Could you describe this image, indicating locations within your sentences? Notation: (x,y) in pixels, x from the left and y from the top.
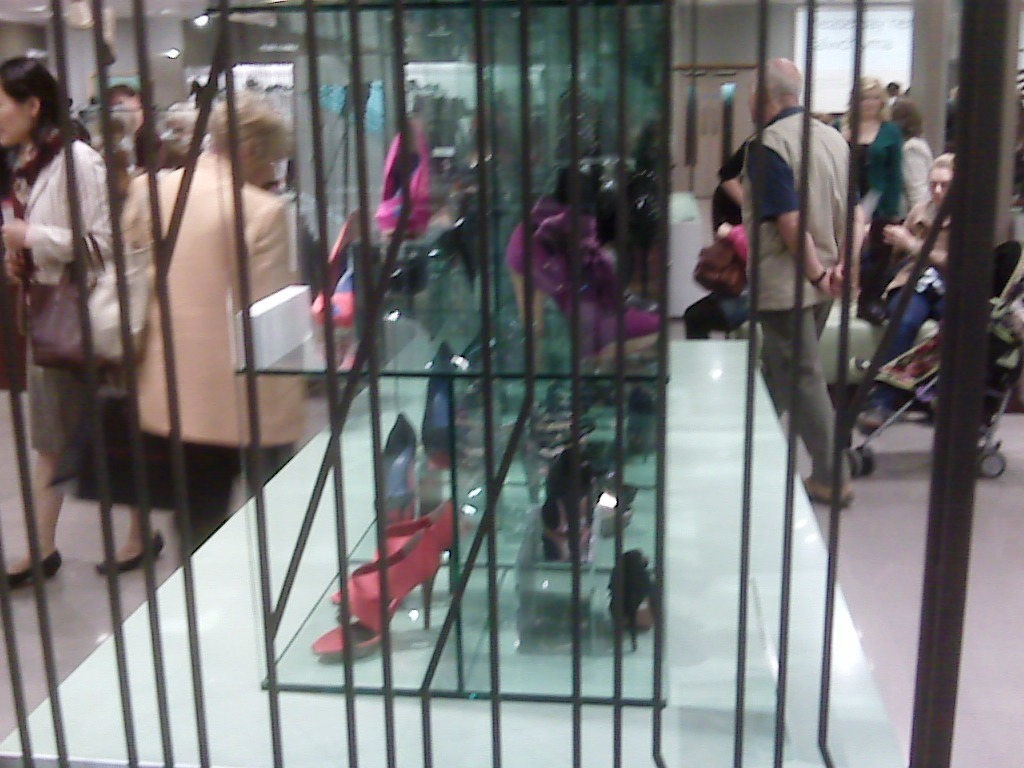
This picture shows few people (797,190) standing and a woman (908,241) seated and we see few women footwear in the glass box (516,335) and we see a baby trolley (981,464).
